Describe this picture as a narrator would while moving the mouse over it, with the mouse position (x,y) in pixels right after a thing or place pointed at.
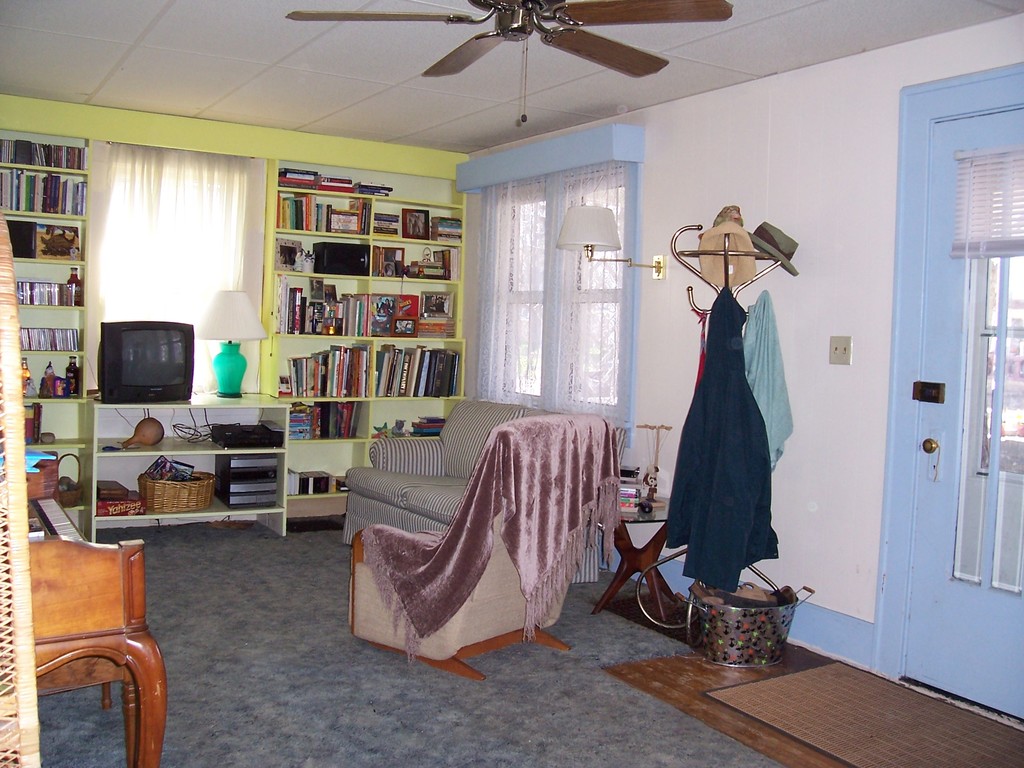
In this image I can see inside view of a room (424,359). In the center (552,481) I can see few sofa chairs (483,602). In the background (444,336) I can see number of books (341,369) on these shelves (344,344). I can also see a television (142,368), a lamp (236,367), a white colour curtain (113,252), a basket (206,472) and few other things (158,421) in the background (249,426). On the right side of this image (706,369) I can see a window (524,248), one more curtain (540,293), few clothes (718,426) and few hats (730,258) on a stand (726,276) and I can also see a blue colour door (925,439) on the right side (945,527). On the top of this image (418,16) I can see a ceiling fan (463,49). Near the window (557,230) I can see a light (570,216).
